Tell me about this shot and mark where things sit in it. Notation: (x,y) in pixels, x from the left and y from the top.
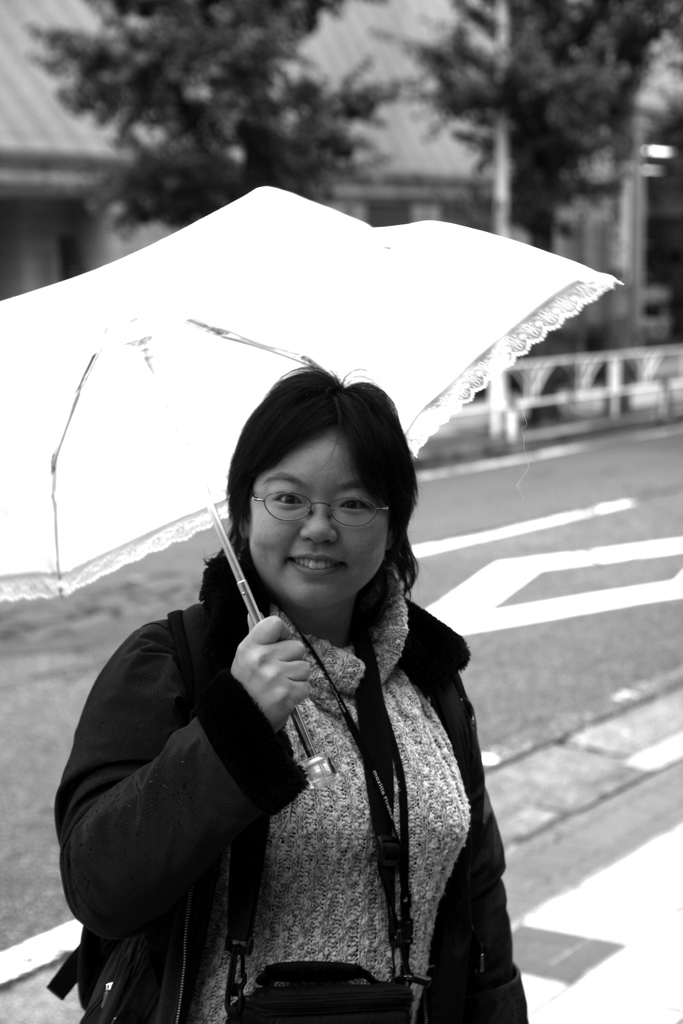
In this image I can see a person (267,830) standing and holding an umbrella (67,298), background (208,38) I can see trees (330,8) and buildings (44,131) and the image is in black and white.
